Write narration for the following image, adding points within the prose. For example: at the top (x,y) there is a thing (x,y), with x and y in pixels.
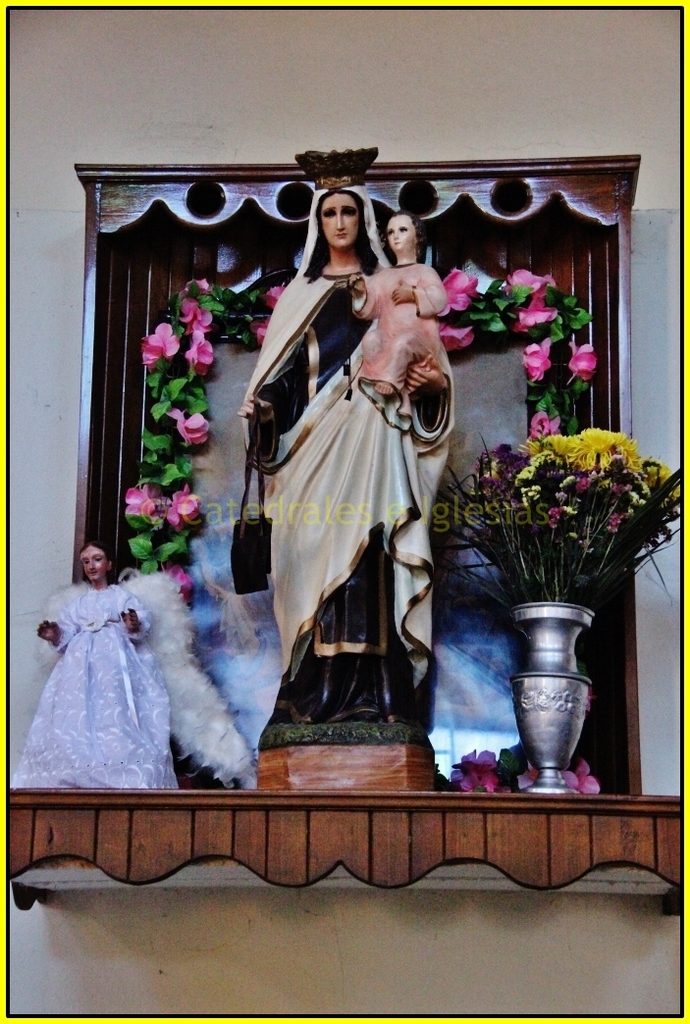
In this picture we can see a statue (354,530), on the right side (548,637) there is a flower vase (552,625), we can see flowers (536,521), leaves (496,325) and some text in the middle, in the background (71,432) there is a wall (306,120).
